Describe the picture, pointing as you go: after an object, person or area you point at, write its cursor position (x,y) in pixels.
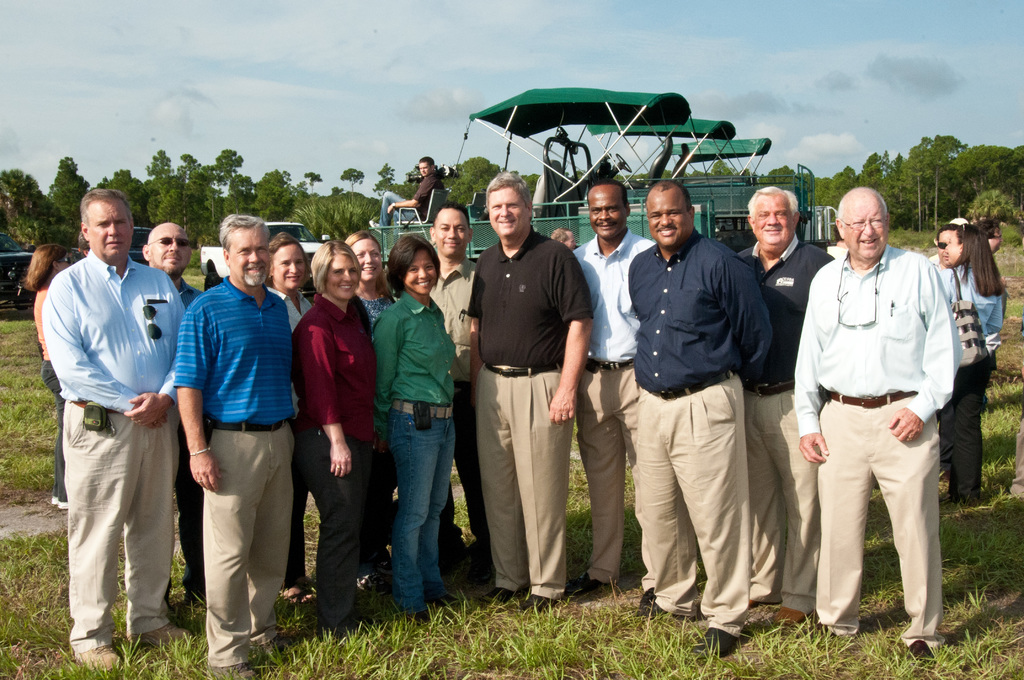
This picture is taken from outside of the city. In this image, in the middle (503,432), we can see a group of people (823,570) standing on the grass (806,642). In the background (588,237), we can see a vehicle (566,221), in the vehicle (554,217), we can see a man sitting on it. In the background (331,238), we can see some trees (985,206), plants (969,201). At the top (675,61), we can see a sky (715,61) which is a bit cloudy, at the bottom (876,633), we can see some plants (135,674) and a grass (1014,575).
